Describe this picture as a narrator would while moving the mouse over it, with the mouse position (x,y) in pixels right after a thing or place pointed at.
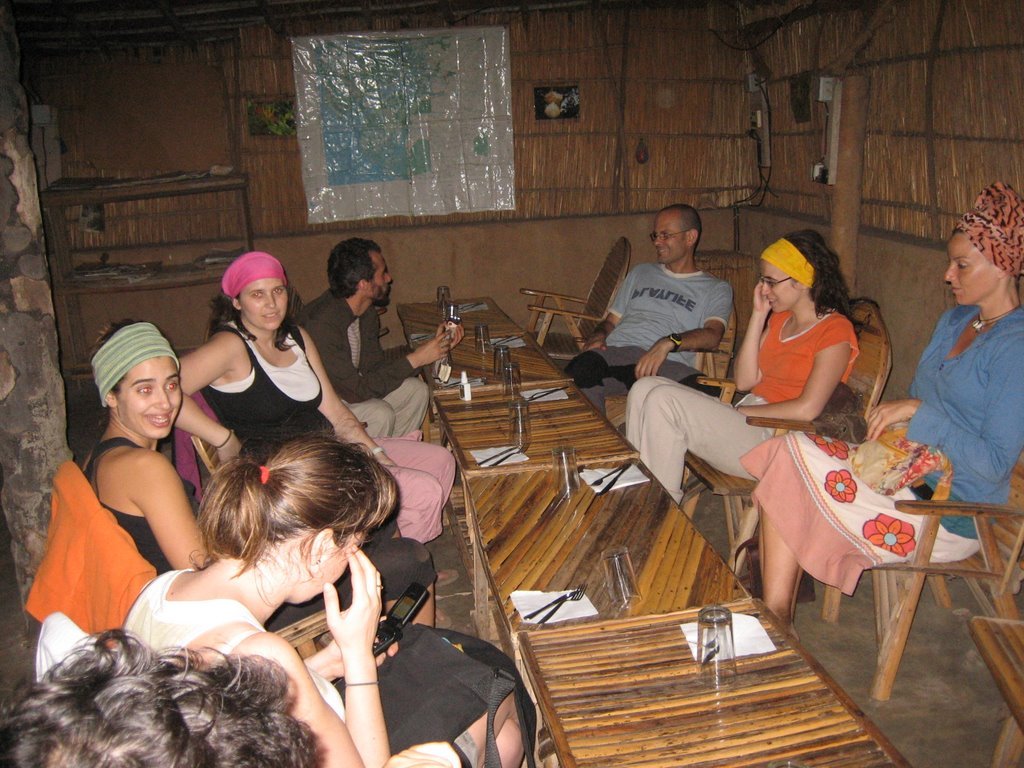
In this picture we can see group of people (405,517) sitting on wooden chair (924,556) and in front of them we have wooden table (541,497) and on table (475,377) we can see glass (711,650), tissue paper (541,614), forks (560,607), knife (609,483) and in the background (232,125) we can see wall (565,64), some chart (445,117), rack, frame (550,96), wires (755,113).
